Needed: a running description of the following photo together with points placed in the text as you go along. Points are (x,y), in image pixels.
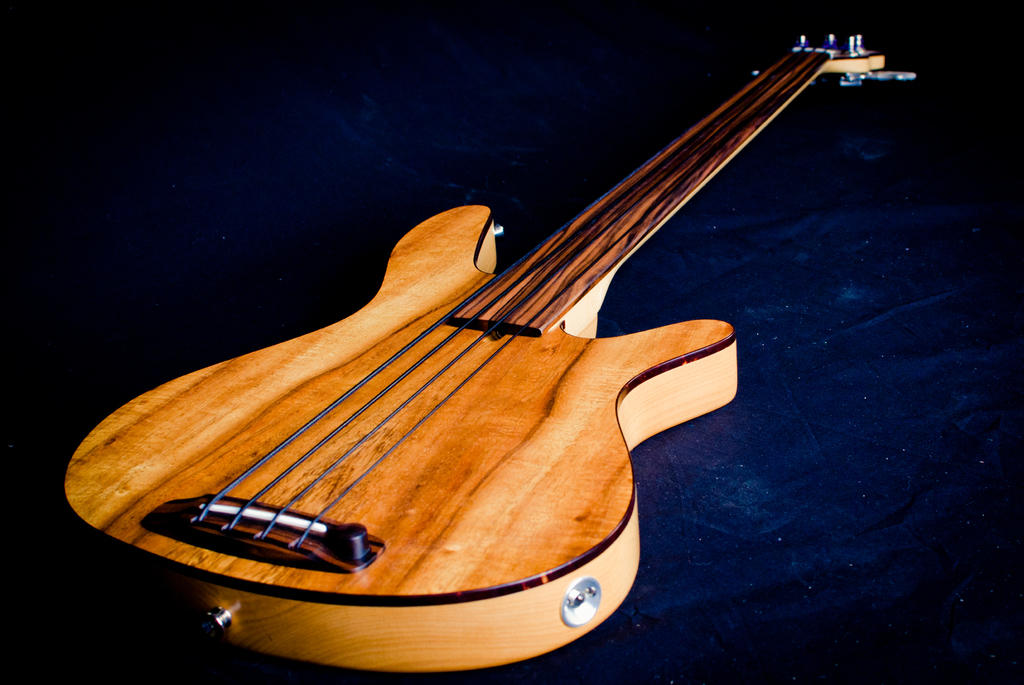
In this picture we can see wooden guitar (478,342) with strings (752,99) to it placed on a floor (803,364) with cloth (846,353).
